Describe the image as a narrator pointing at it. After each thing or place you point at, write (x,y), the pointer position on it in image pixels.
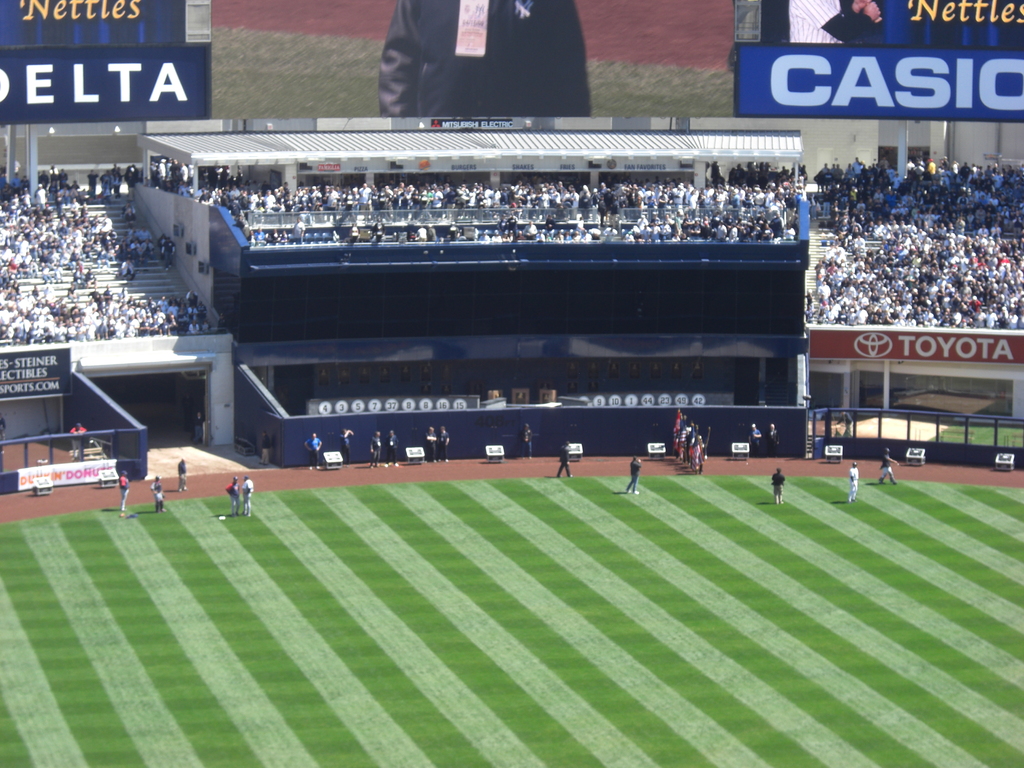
This picture might be taken inside a stadium (520,386). In this image, on the right side (971,249), we can see group of people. On the left side (164,320), we can also see group of people (246,488). In the middle of the image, we can also see group of people (635,474) standing on the land (404,558) and few boards (413,454). In the background (25,363), we can also see some hoardings (6,390), staircase (123,280) and few people (62,276) are sitting on the stair case (133,295) and few people (825,289) are standing, we can also see a screen (693,39) in the background (691,52), at the bottom (787,614), we can see green color.
